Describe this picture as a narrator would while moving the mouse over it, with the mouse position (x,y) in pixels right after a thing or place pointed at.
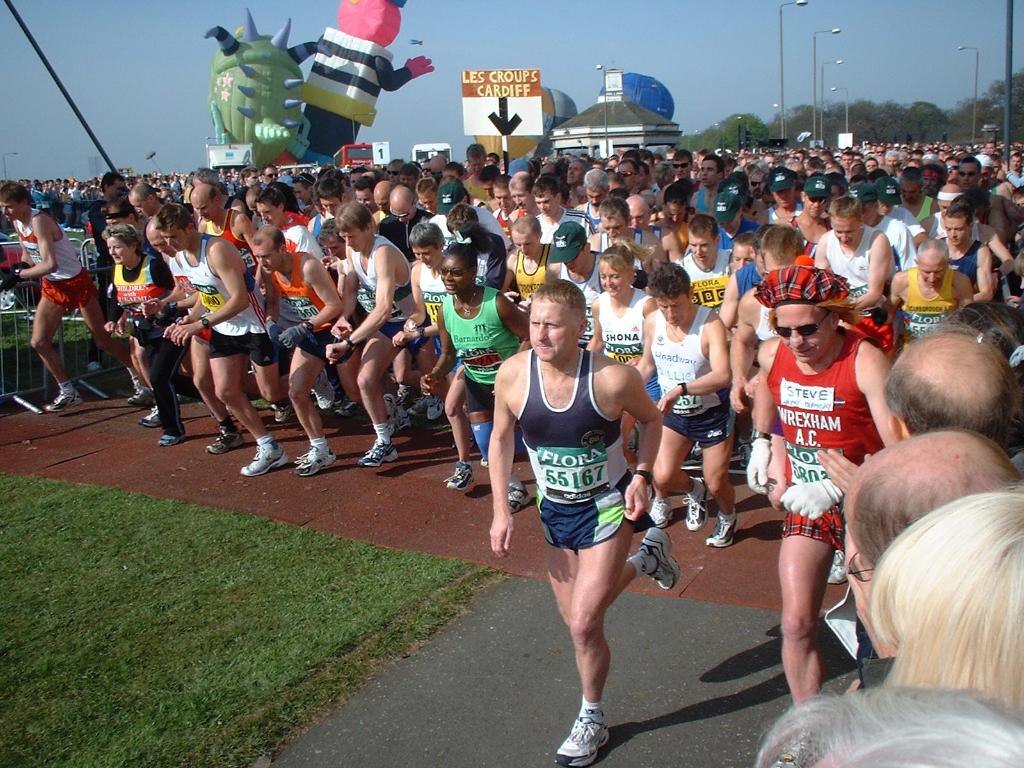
In the image we can see there are people (537,296) standing on the road (39,447) and they are running. Behind there are air balloons (266,77) and the ground (223,643) is covered with grass (220,619).
